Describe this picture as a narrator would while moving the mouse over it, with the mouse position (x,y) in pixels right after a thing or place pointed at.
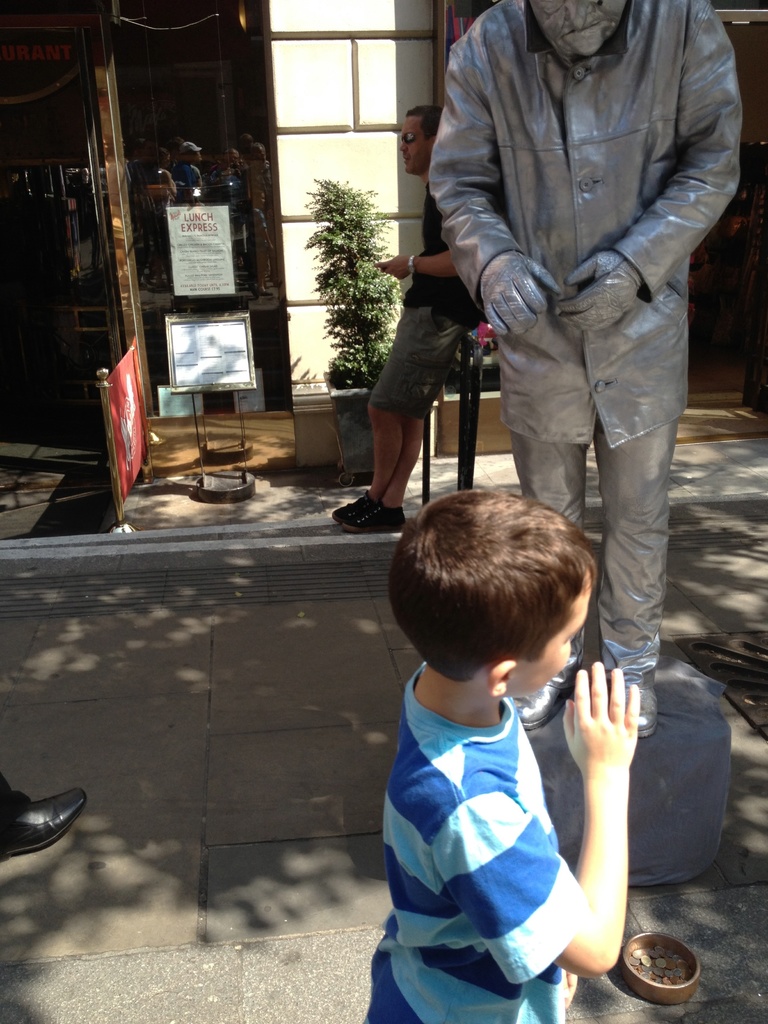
At the bottom (507,846) a boy (533,820) is there on the road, he wore t-shirt (543,828). On the right side (653,519) there is a statue (628,255) in silver color. In the middle (380,356) there is a plant (366,329) and this is the glass wall (237,184) in this image.
